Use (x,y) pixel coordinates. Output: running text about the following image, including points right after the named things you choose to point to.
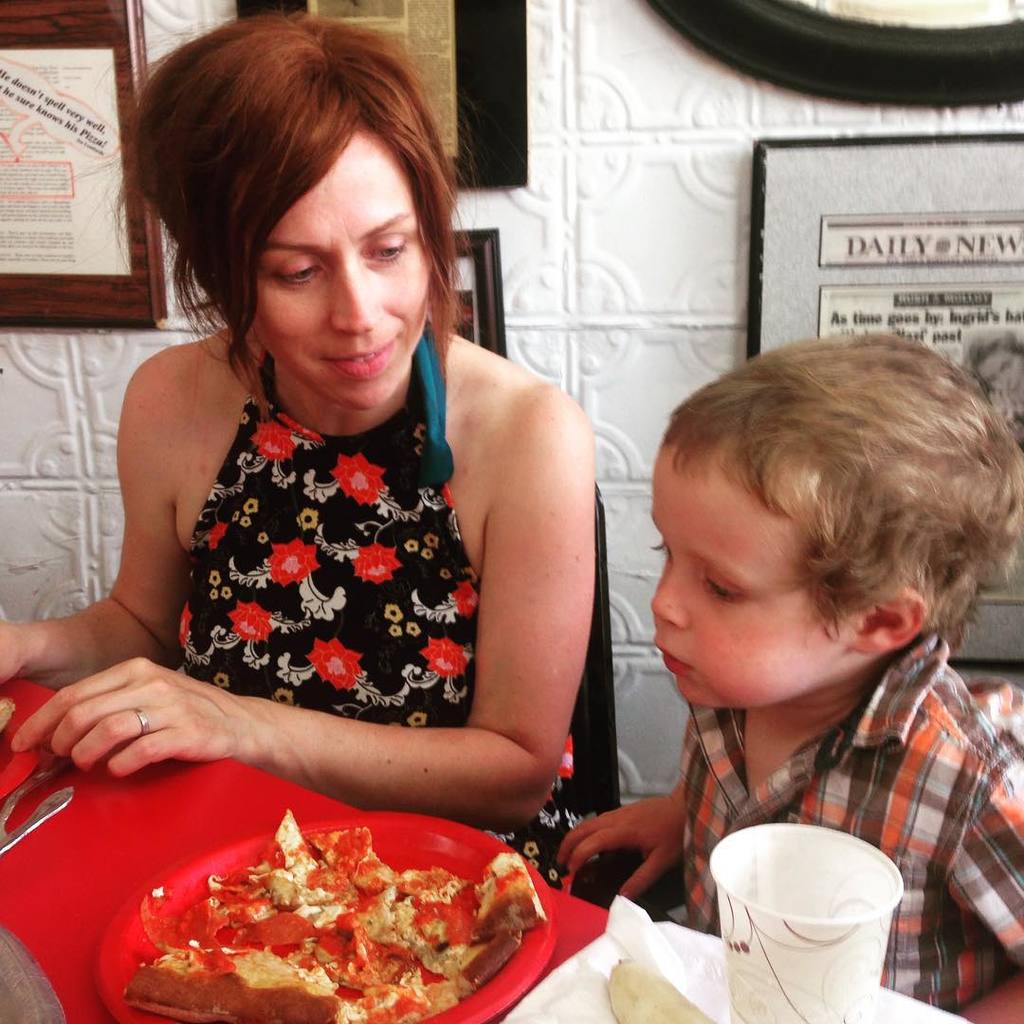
In this picture, we see the woman (497,546) and a boy (762,639) are sitting on the chairs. In front of them, we see a table (55,832) which is covered with a red color sheet (168,802). On the table (141,802), we see the plate (320,857) containing food (424,898), cup (719,910), tissue paper (637,936), banana (648,973) and spoons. In the background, we see a white wall (578,317) on which photo frames (837,322) are placed.
